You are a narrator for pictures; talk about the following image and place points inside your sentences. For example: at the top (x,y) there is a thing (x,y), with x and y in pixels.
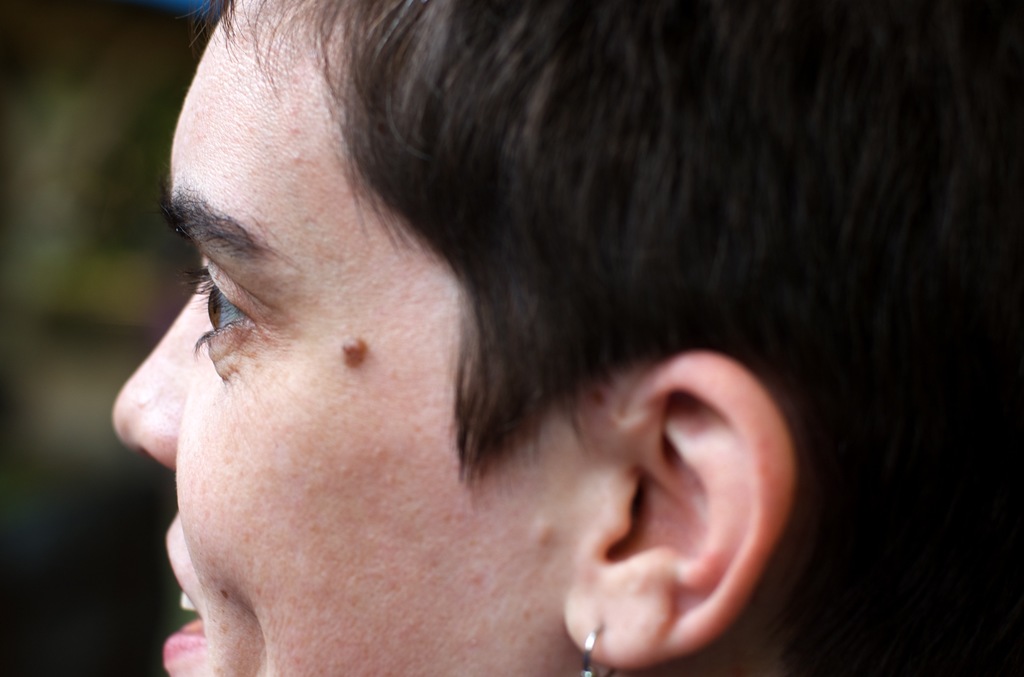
In this image in front (400,281) there is a person (613,412) and the background of the image (94,249) is blur.
